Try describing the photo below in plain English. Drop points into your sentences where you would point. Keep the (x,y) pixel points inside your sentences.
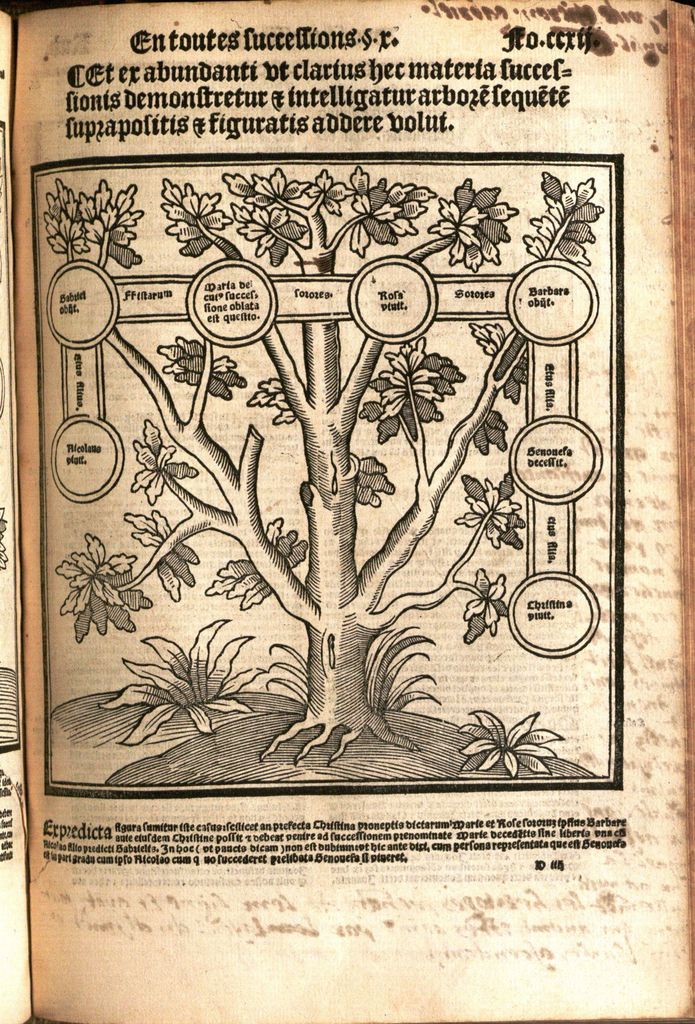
This image consists of a book (270,496). In which we can see a picture (266,471) of a tree (318,233) along with text (76,859).
